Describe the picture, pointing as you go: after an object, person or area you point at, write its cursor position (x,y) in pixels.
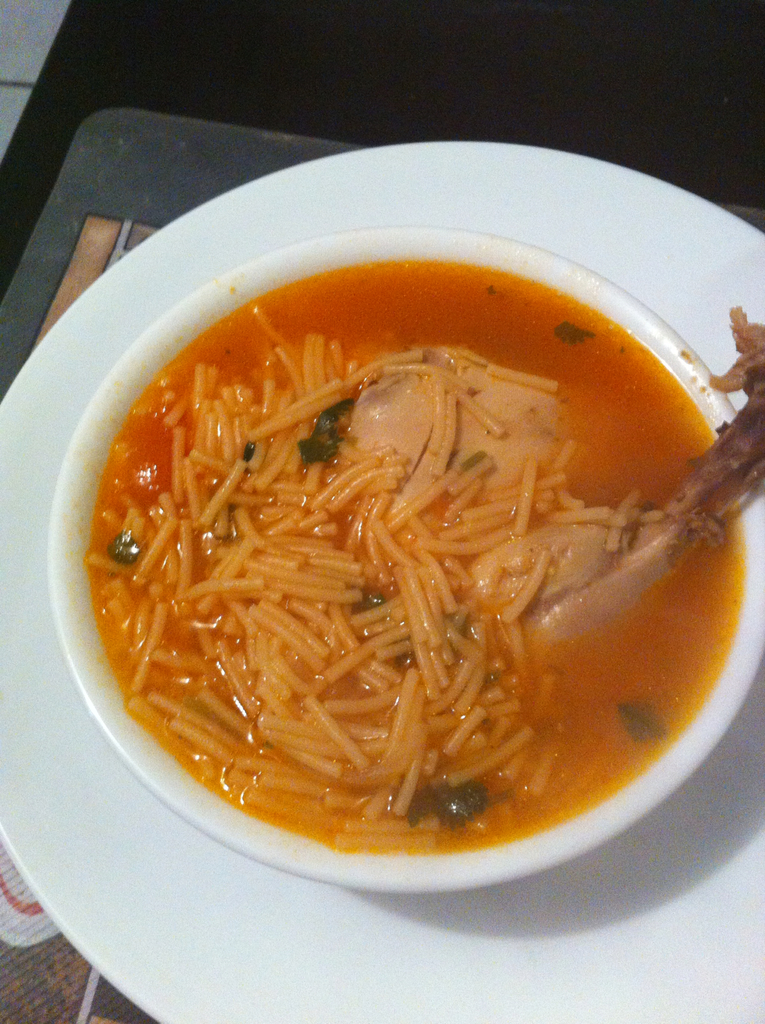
In this picture, it seems like noodles (384,538) in a bowl (751,540), which is placed on a plate (5,568).
